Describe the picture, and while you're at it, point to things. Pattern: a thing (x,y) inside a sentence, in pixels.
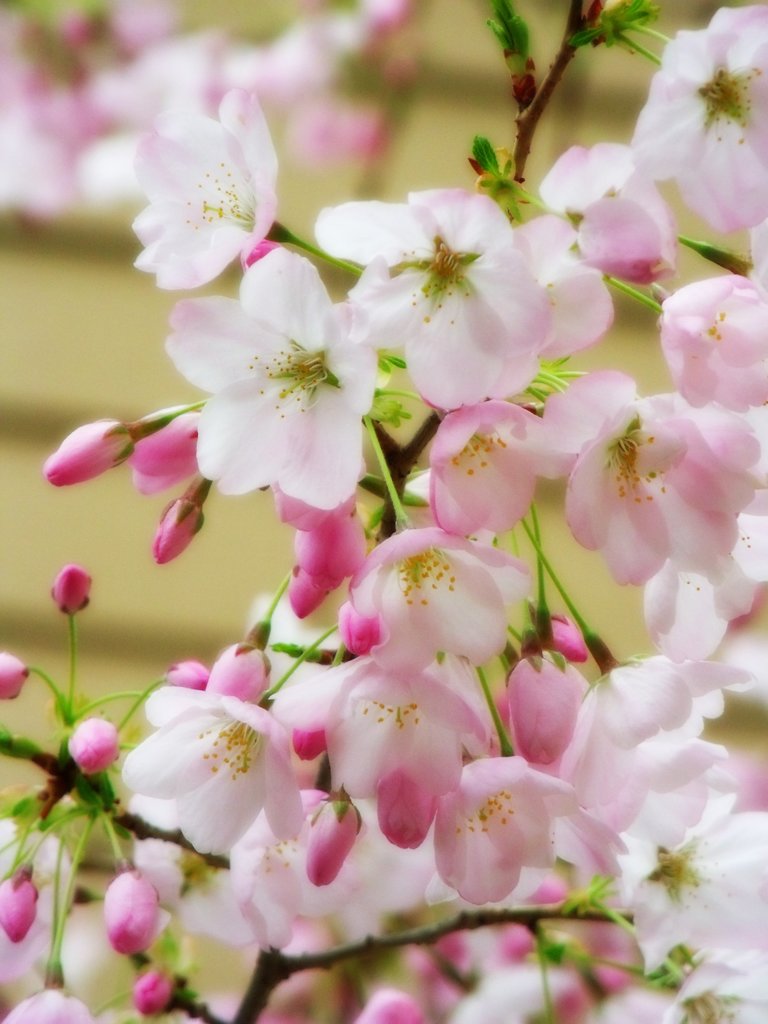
In this image we can see a plant (420,660) with flowers (357,906) and buds (572,1007). In the background (419,915) the image is blur but we can see flowers (759,967).
